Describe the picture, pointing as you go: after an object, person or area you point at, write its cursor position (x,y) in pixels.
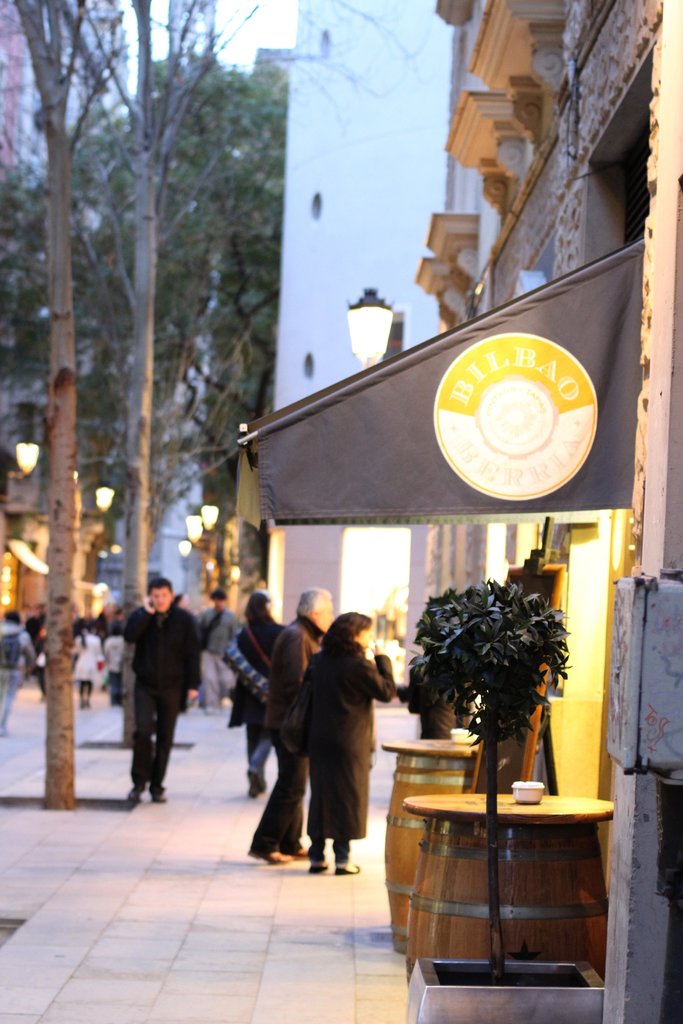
in this picture we can see a group of people (135,693) where some are walking on foot path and some are walking on road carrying their bags (10,641) and aside to this foot path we have shops (392,400), buildings (398,169), trees (476,603), drums (448,868) and on footpath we have trees (163,353).
